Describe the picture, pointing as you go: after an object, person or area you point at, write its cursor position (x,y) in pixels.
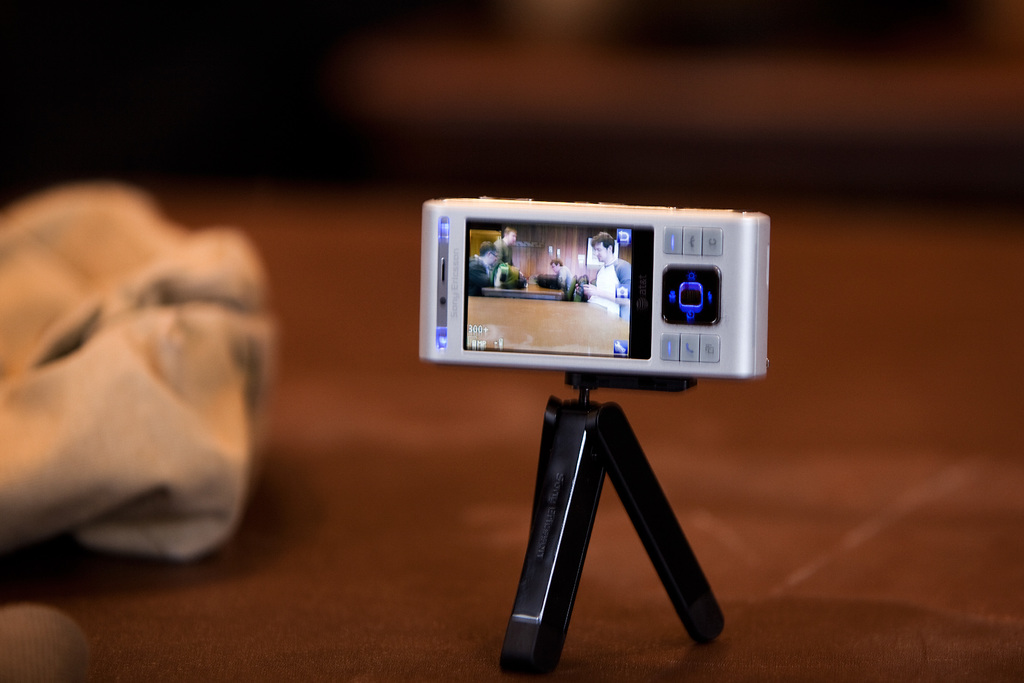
In this image I can see a mobile phone (556,326) and a tripod (548,500). The background (521,141) is blurred.
